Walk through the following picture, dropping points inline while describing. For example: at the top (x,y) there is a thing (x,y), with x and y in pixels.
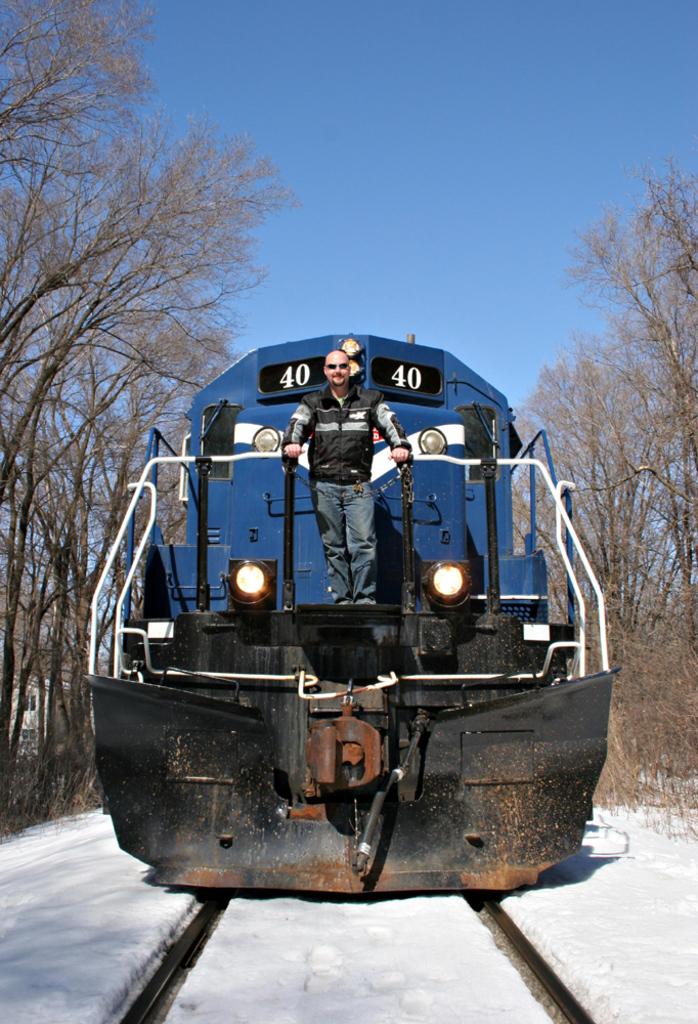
In this picture I can see the path (153,925) in front (41,933), which is covered with snow (192,911) and I can see a train (268,712) on the track (491,942). I can also see a man (333,496) standing on the train (188,475). In the background (11,577) I can see number of trees (651,607) and I can see the clear sky (303,191).
